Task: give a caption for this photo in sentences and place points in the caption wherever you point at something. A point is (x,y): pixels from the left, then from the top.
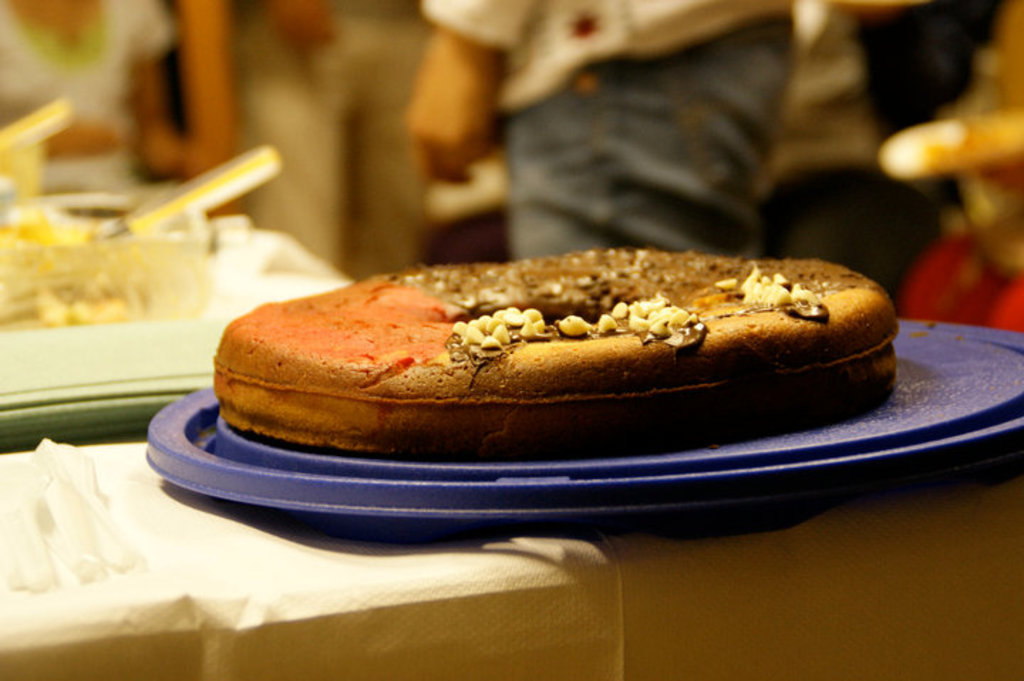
In this image we can see food item (514,448) on a plate (346,499) on the platform (111,672). In the background (354,272) the image is blur but we can see objects (32,364) and few persons (835,42).
